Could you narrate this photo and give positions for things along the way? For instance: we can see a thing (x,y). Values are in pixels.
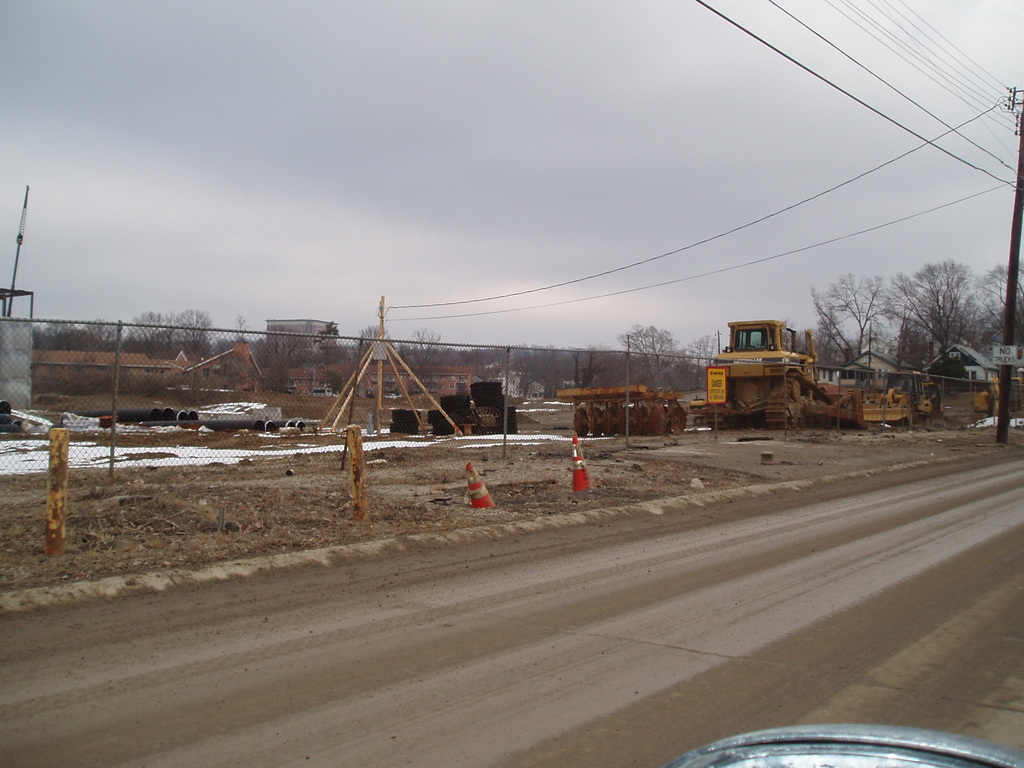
In this image we can see some vehicles (904,381) on the ground (300,461). We can also see some poles (359,453), a metal fence (678,404), wooden poles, a utility pole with wires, a building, a group of trees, the pathway (819,532) and the sky (459,229) which looks cloudy.
